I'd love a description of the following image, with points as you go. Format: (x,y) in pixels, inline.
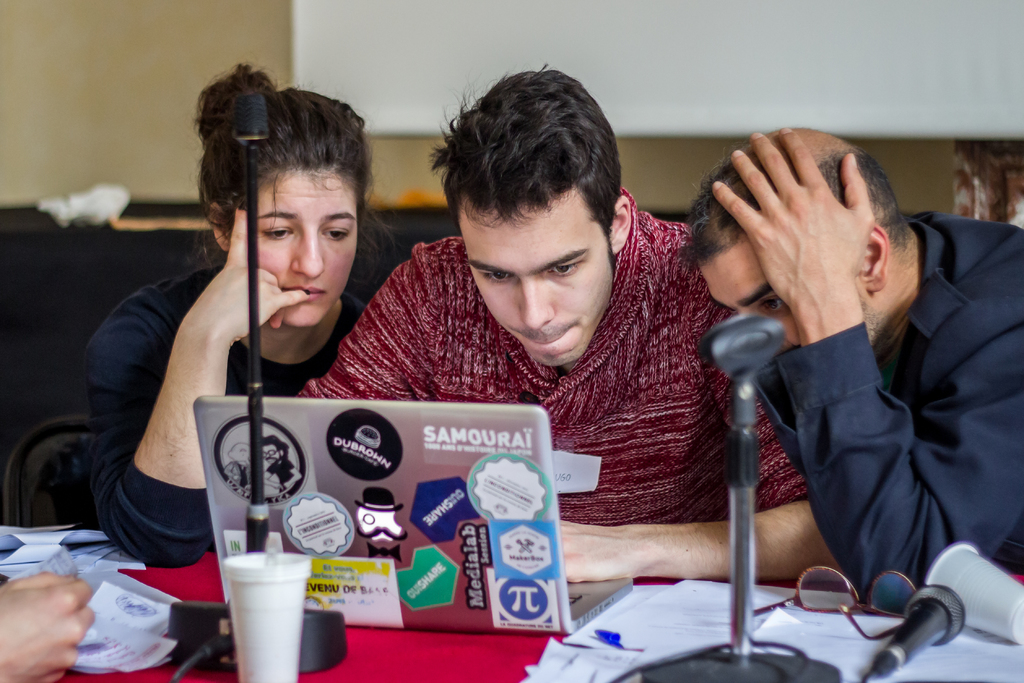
There are three people (449,298) present in the middle of this image (578,278) and there is a white color board (330,62) and a wall (250,16) in the background (281,80). We can see a laptop (355,526), mic (745,546), papers (667,596), glass (272,604) and other objects (328,619) are present at the bottom of this image (283,640). There is a human hand (78,624) in the bottom left corner of this image (34,622).
